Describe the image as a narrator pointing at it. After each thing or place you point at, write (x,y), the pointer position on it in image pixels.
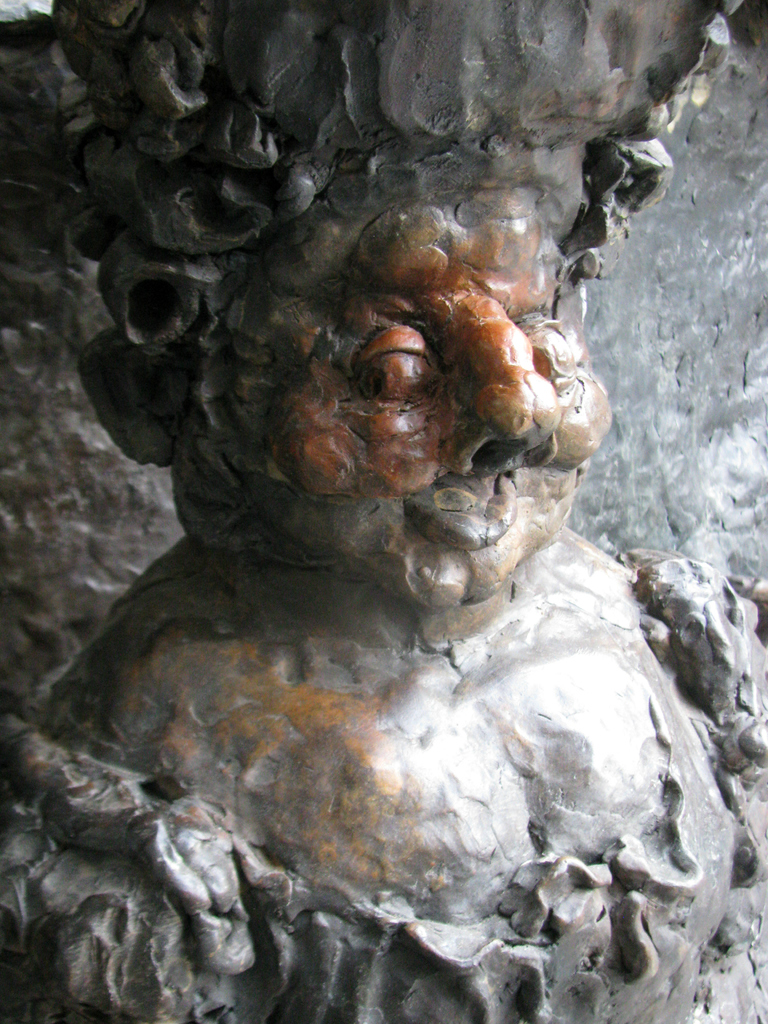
In this image I can see a sculpture (695,859).
